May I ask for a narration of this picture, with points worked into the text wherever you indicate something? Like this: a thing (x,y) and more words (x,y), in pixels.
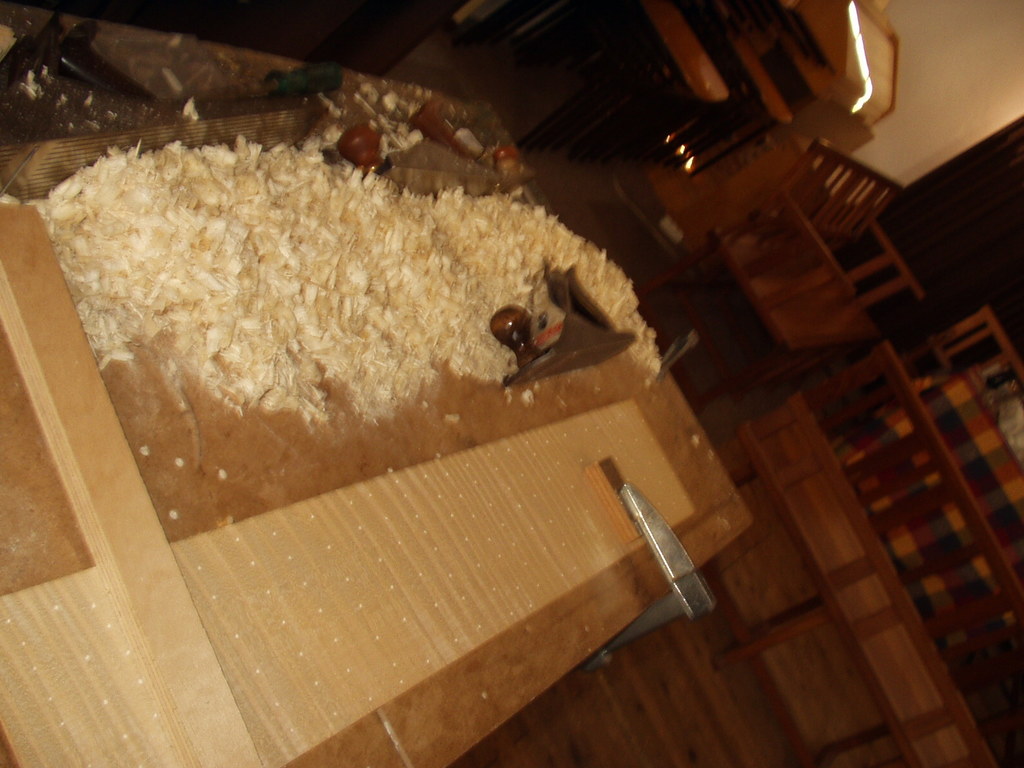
This is a table (449,725). On the table (201,471) there are tools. This is floor (680,734) and there are benches (967,712). In the background (945,34) we can see a wall (938,105).
